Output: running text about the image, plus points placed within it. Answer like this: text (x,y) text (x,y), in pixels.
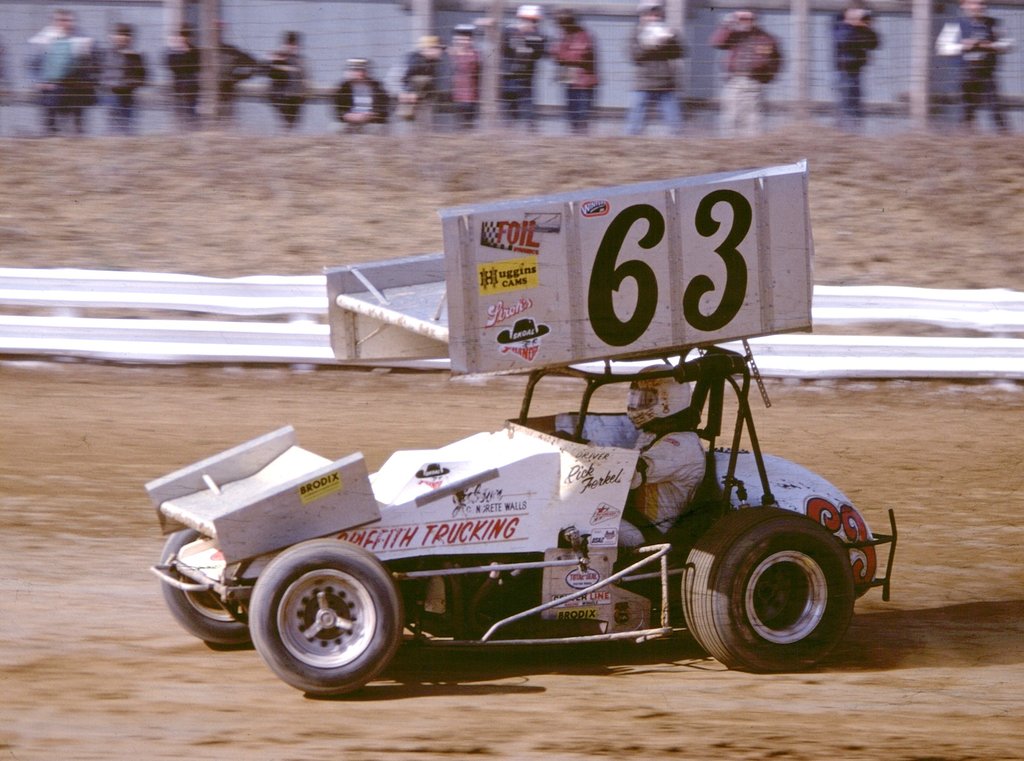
In the center of the image (672,501) we can see a person (667,440) is sitting and wearing helmet (670,411) and riding a vehicle (599,541). In the background of the image (35,541) we can see the ground (979,248), fencing (995,357), mesh (1003,110), wall (314,12) and a group of people (943,32).
